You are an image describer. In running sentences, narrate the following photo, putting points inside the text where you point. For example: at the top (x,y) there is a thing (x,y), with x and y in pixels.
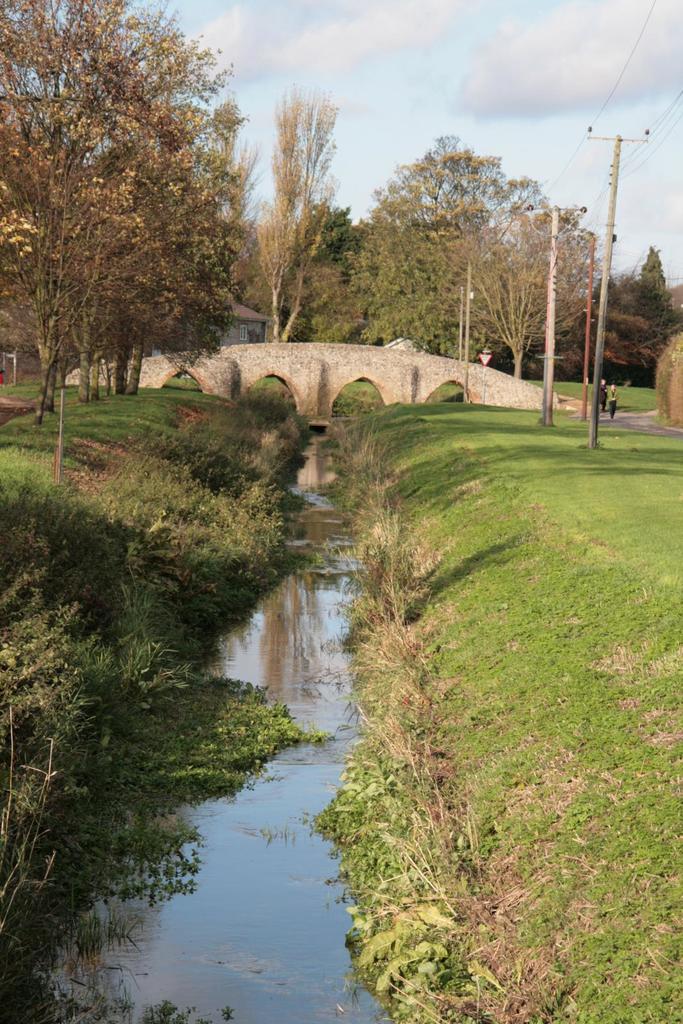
In this image, we can see a canal (287,986). There is a bridge (262,354) and some trees (366,225) in the middle of the image (343,382). There are poles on the right side of the image (605,320). There is a sky (303,46) at the top of the image (303,46).
